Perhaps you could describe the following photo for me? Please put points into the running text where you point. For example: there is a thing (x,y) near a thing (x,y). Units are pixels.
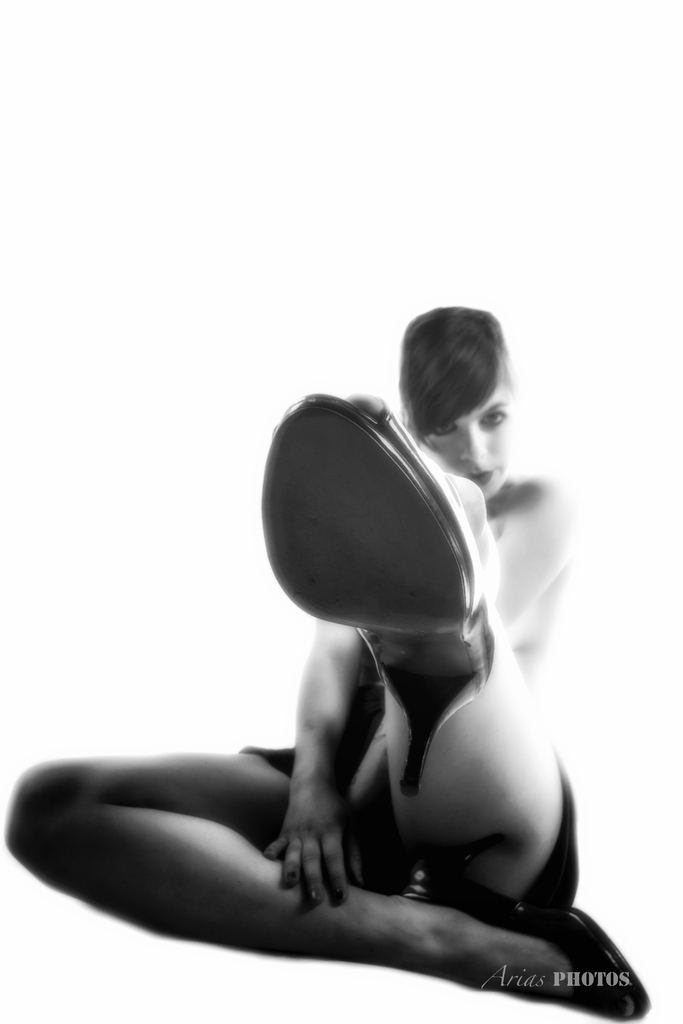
This picture is black and white. In the center of the image (339,563) a lady (521,723) is sitting and wearing heels (449,604). At the bottom of the image (584,980) some text (596,977) is there.
